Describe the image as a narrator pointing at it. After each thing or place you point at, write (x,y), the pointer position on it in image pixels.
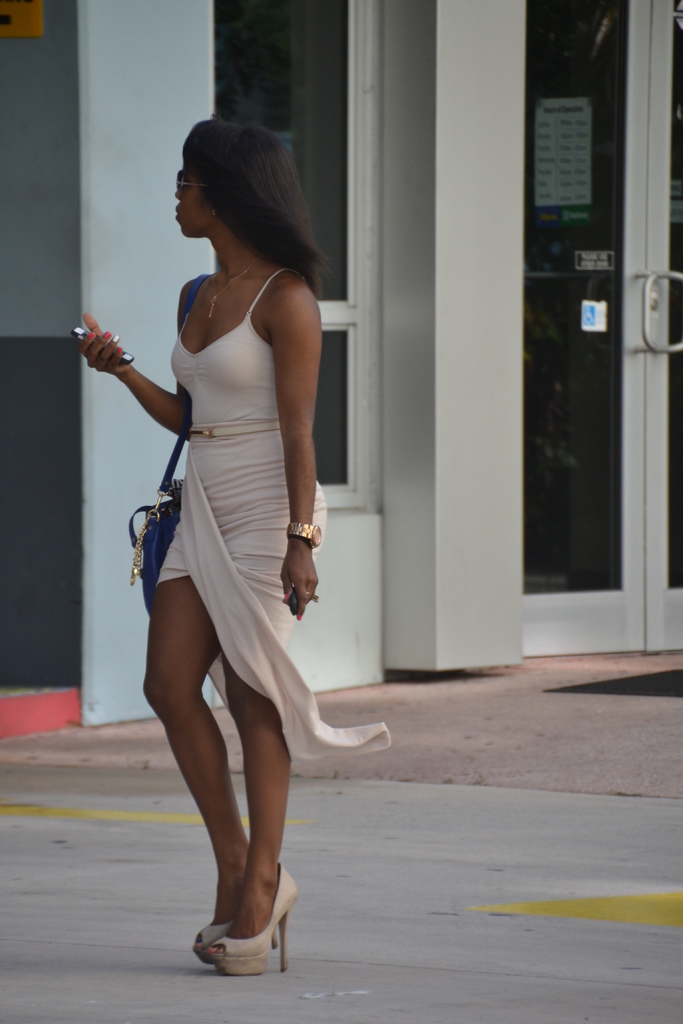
There is a woman (253,542) standing on the floor (524,964). In the background (554,643) we can see a door (549,625) and a wall (56,295).
